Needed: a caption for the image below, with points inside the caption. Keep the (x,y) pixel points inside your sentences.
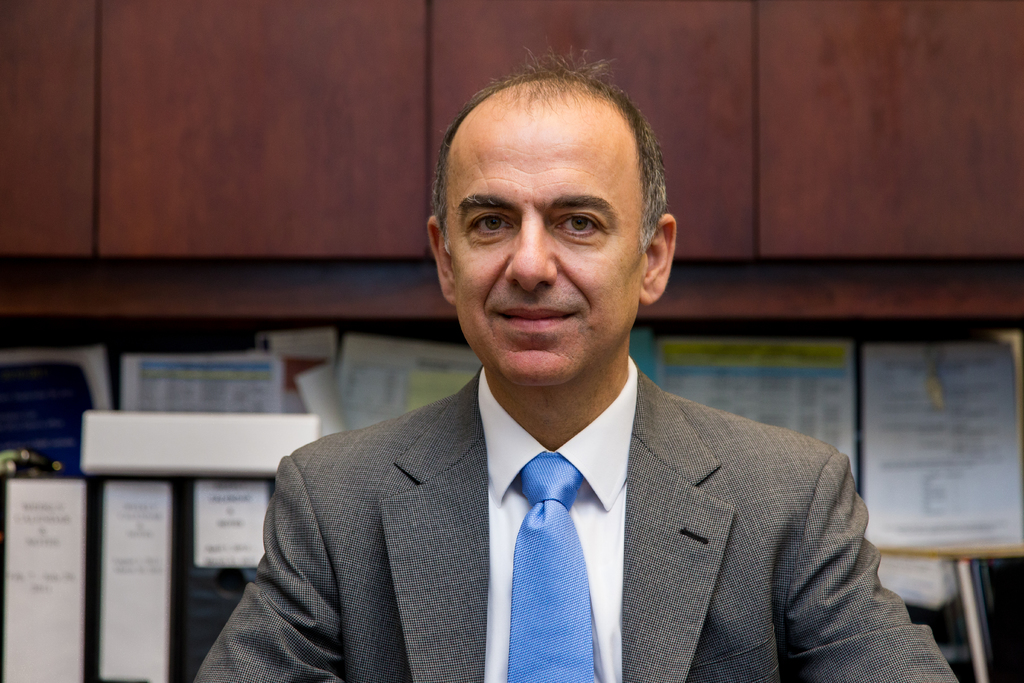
In the center of the image (373,443) we can see a man (328,610) is wearing a suit (375,634), tie (525,537). In the background of the image (965,449) we can see the papers (968,347), files (120,599). At the top of the image (310,217) we can see the cupboards (413,183).
